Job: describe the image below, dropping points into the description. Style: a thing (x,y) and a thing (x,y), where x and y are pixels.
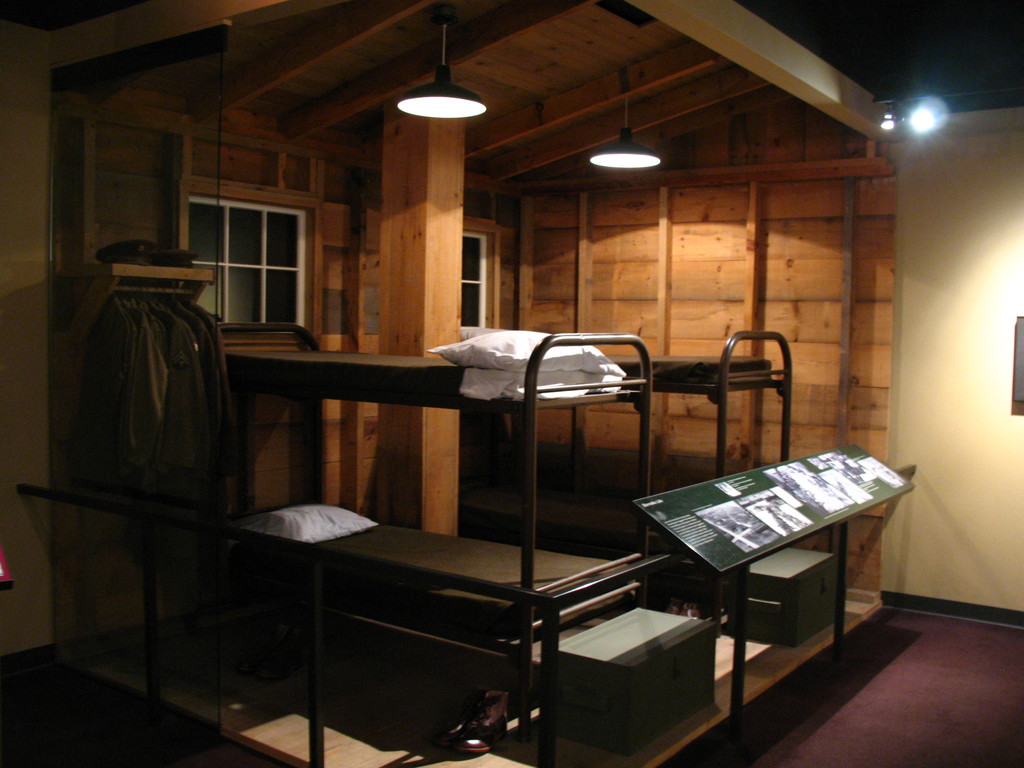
As we can see in the image there is windows (477,244), cloths (197,360), lights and beds (529,450). Here there is a banner (819,521) and there are white color pillows (499,343).
